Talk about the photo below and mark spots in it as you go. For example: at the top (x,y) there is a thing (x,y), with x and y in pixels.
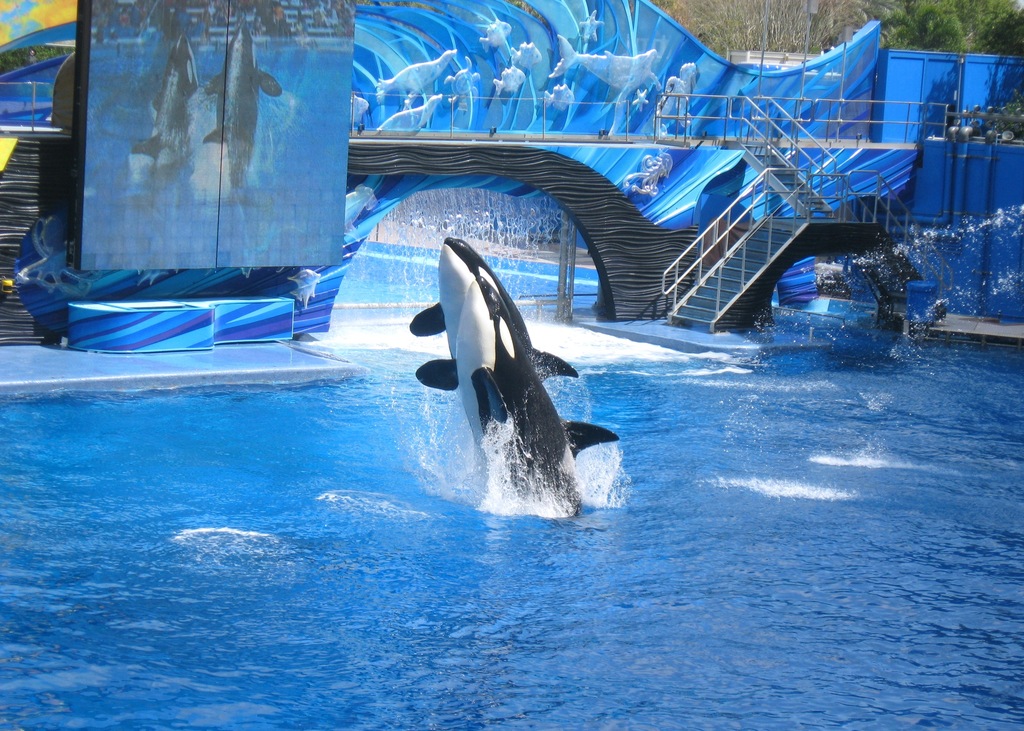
In this image I can see two dolphins (488,377) in the pool (250,447). In the background (739,79) there is a wall (726,84) and I can see few stairs (756,242).
